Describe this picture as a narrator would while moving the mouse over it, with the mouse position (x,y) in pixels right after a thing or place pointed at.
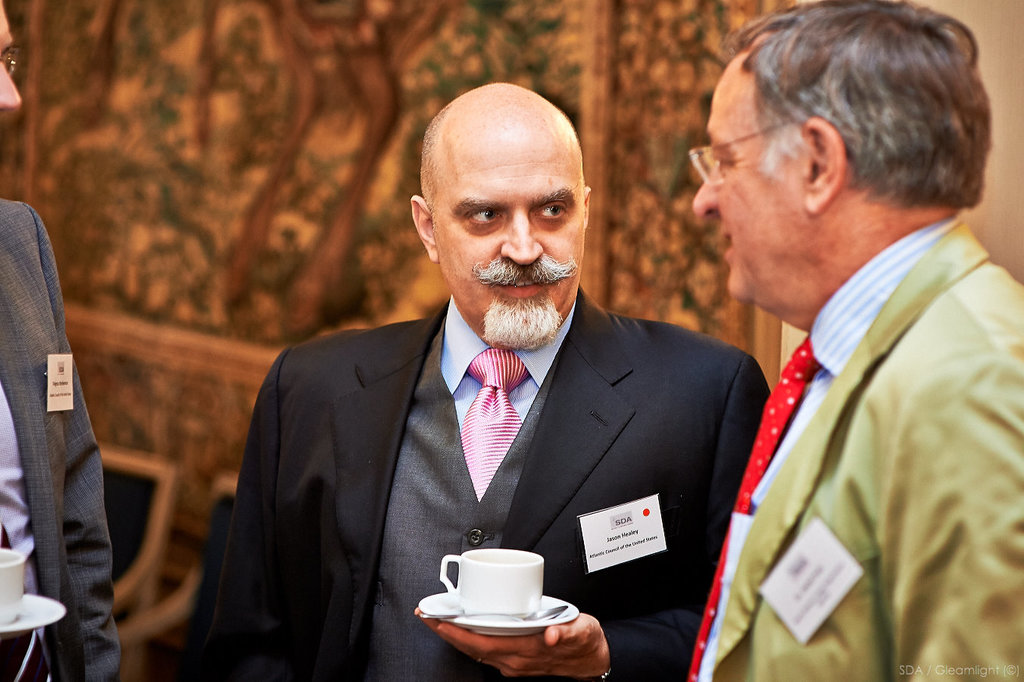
In this image we can see three persons (725,346) wearing coat (11,328) are standing. One person (766,562) is wearing spectacles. One person (631,503) is holding a cup (488,570) and spoon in a saucer (492,618) in his hand (443,628). In the background (159,473), we can see two chairs (155,498).
